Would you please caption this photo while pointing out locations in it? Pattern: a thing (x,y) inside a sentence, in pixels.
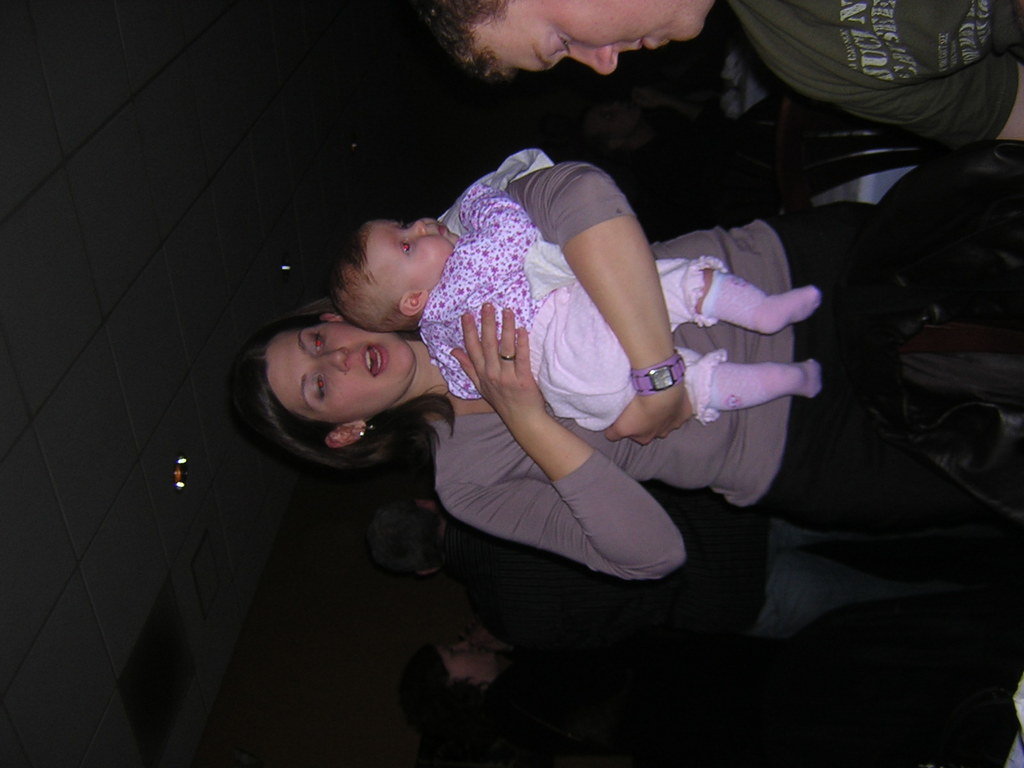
In this image I can see the group of people (754,277) with different color dresses (695,334). To the left (160,406) I can see the lights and the wall (105,403).
